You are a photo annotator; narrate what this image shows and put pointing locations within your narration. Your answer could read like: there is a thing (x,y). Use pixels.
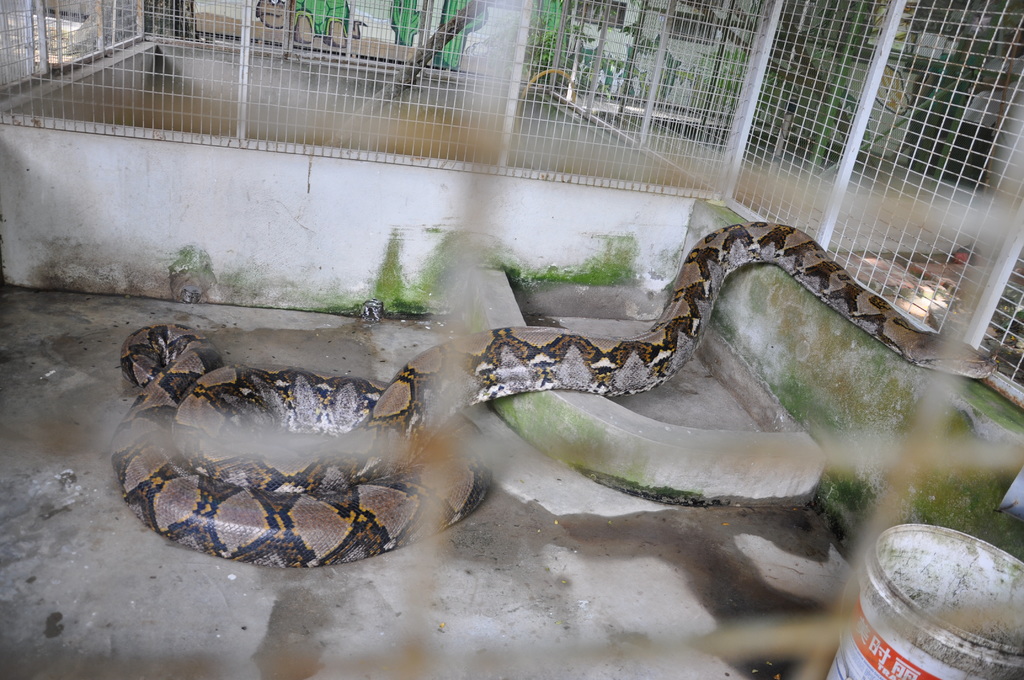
This is the picture of a snake (179,506) on a surface (295,313) and we can see fence (907,194) around it and to the side we can see a bucket (936,646). In the background (219,26), we can see the wall (239,34) with some pictures (448,54) on it.
